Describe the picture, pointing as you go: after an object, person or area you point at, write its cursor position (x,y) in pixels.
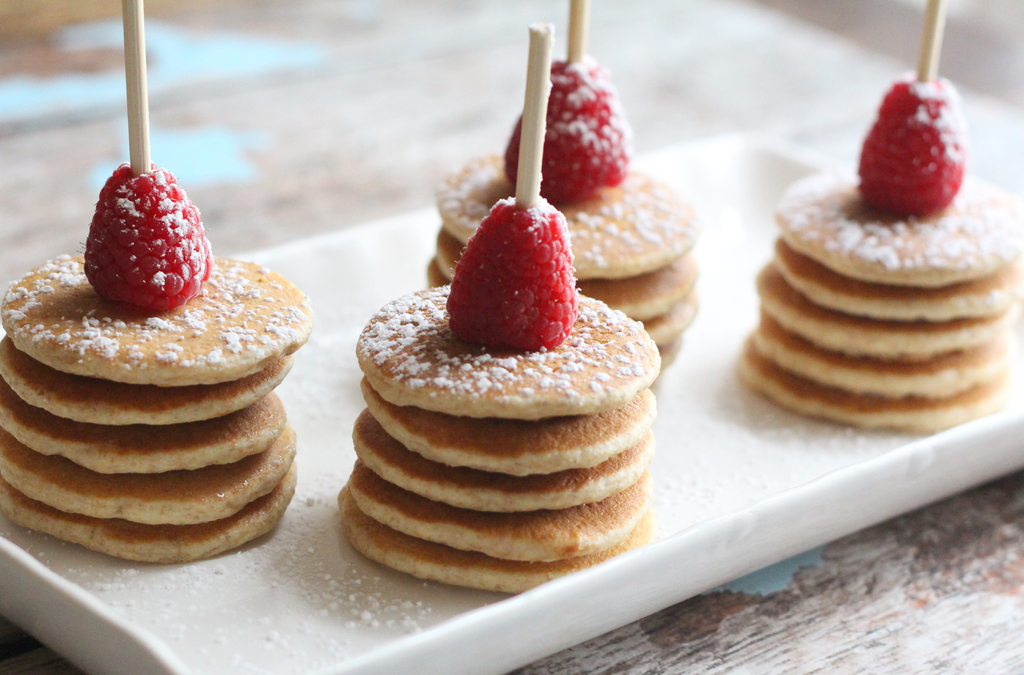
In this picture we can see there are some food items (512,223) on a white plate (382,259).
